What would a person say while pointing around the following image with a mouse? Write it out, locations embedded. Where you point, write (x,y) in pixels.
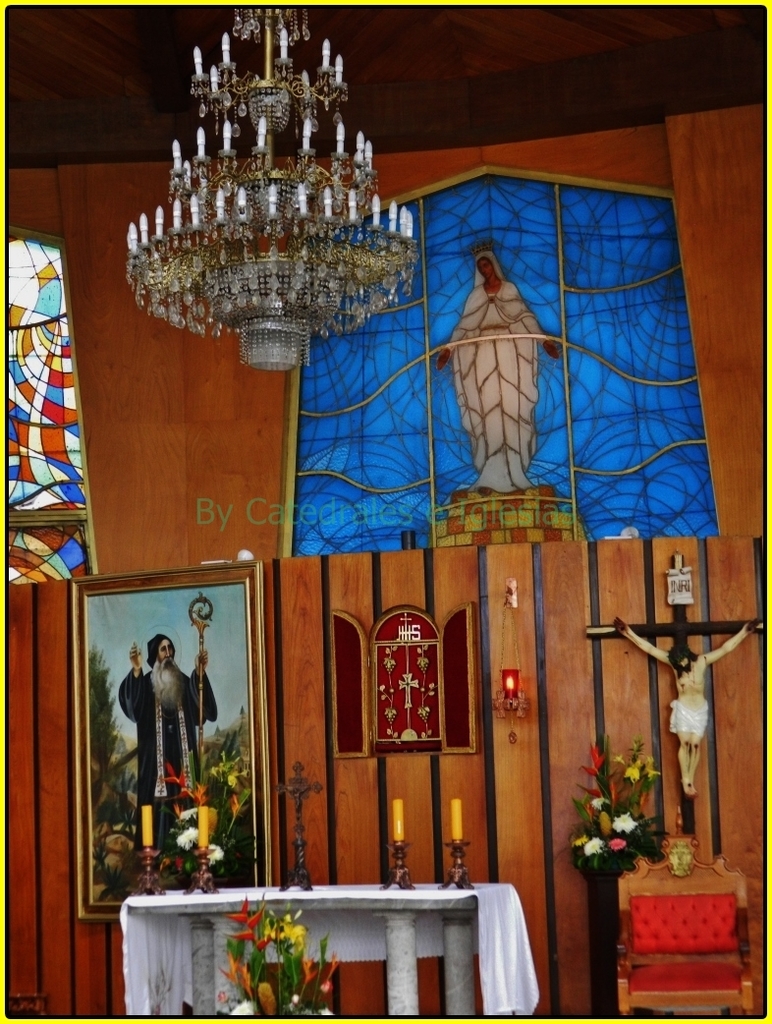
In the image there is chandelier (264,185) on top (253,278). There is table (205,962) in middle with candles (396,873) and flower vase (250,844) on it, This looks like inside a church (650,802).
